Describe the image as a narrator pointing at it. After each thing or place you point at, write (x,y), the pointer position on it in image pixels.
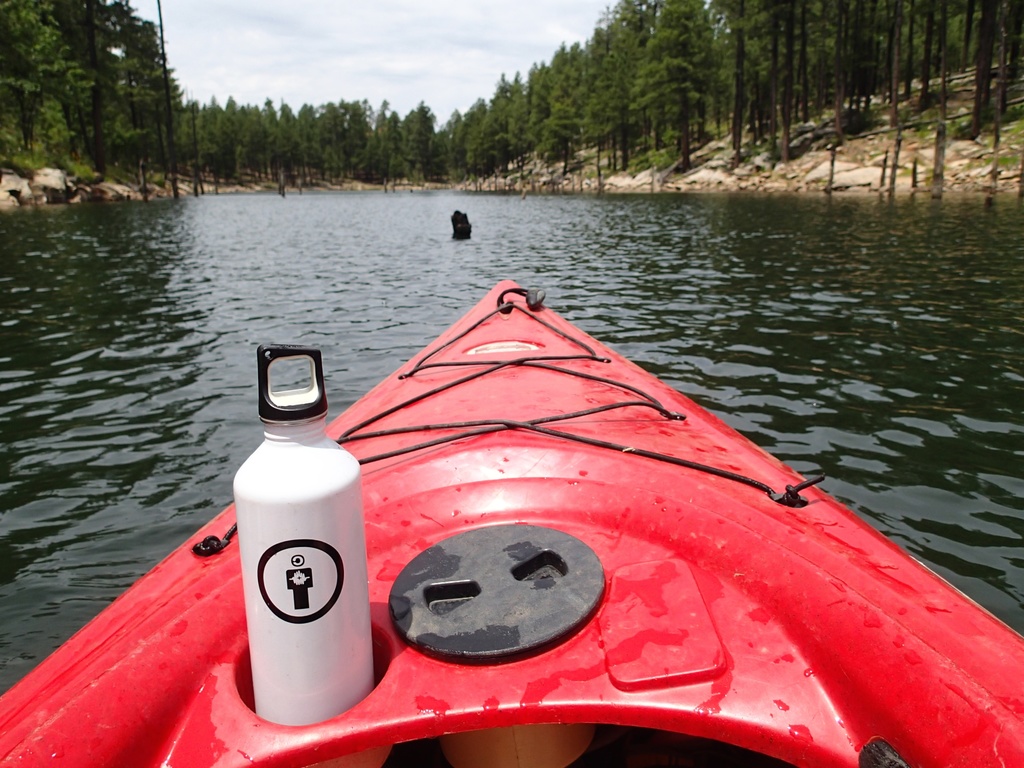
In the foreground (128,325) I can see a boat (452,697) and a bottle (325,566) in the water (704,401). In the background (993,158) I can see stones (822,142), trees (240,137) and the sky (359,68). This image is taken may be near the lake (820,405).
